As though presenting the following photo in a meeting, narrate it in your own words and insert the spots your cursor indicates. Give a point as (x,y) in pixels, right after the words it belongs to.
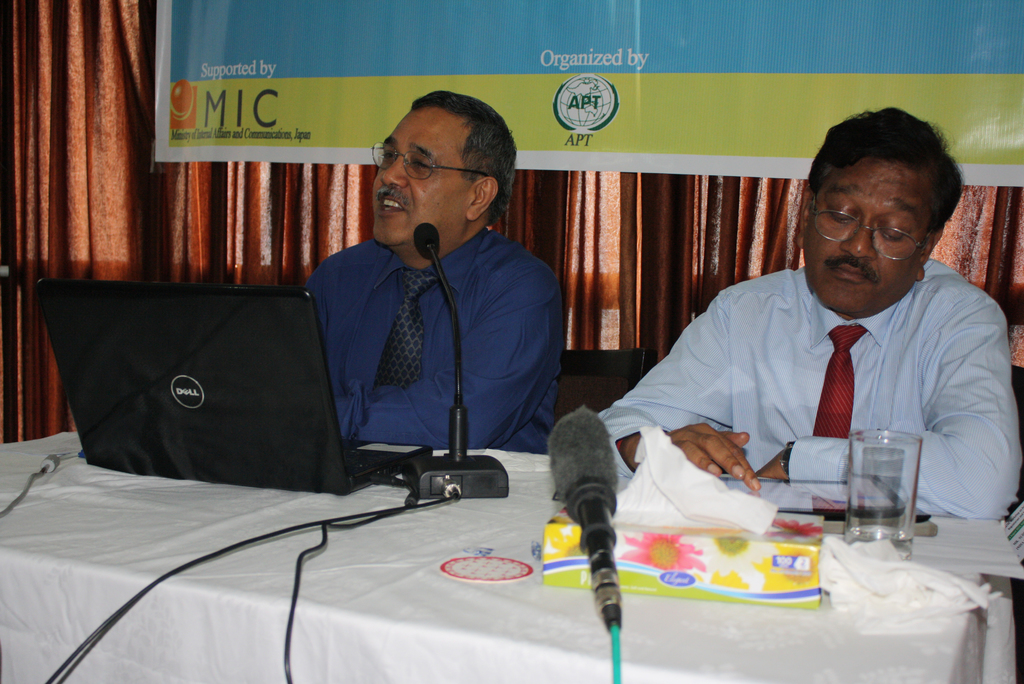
In this image I can see two men (470,374) are sitting in the centre (528,382). I can see both of them are wearing specs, shirt (746,381) and tie (422,323). In the front of them I can see a table (343,504) and on it I can see white colour tablecloth (442,577), a napkin box (758,561), few papers (894,583), a glass (920,458), few mics (602,433) and few wires (198,558). I can also see a laptop (338,486) on the table (214,566). In the background (260,209) I can see curtains (260,209), a banner (162,41) and on this banner (324,95) I can see something is written.
